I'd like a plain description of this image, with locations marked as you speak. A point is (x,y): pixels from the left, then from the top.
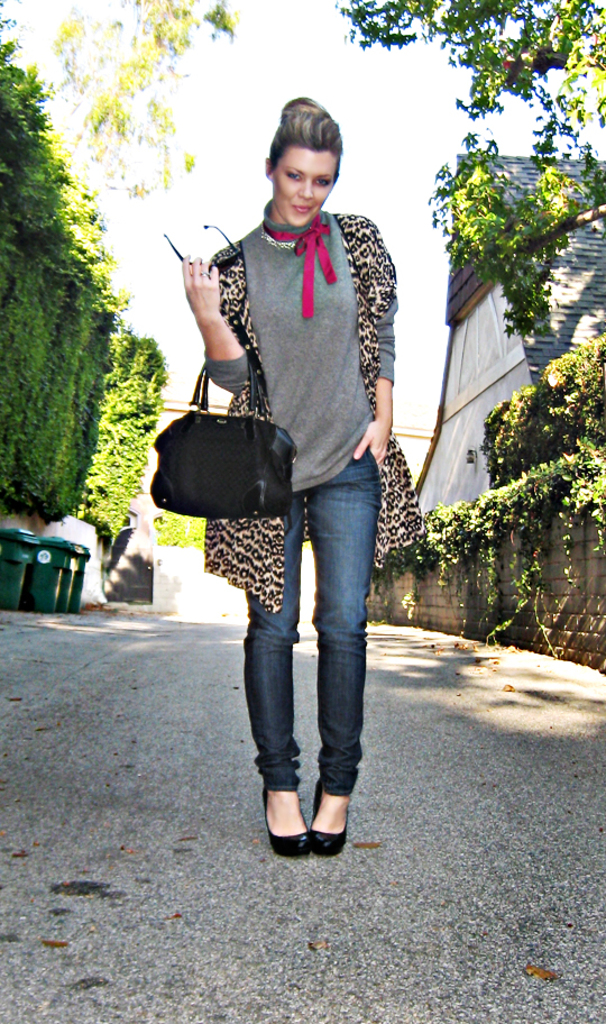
In the foreground (210,444), a woman (357,216) is standing and holding a black color bag (243,464) in her hand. On both side trees (100,338) are visible and a house (529,350) is visible. The sky (397,78) white in color. On the left (25,529) bin boxes (11,532) are kept. This image is taken during day time on the road (227,752).
